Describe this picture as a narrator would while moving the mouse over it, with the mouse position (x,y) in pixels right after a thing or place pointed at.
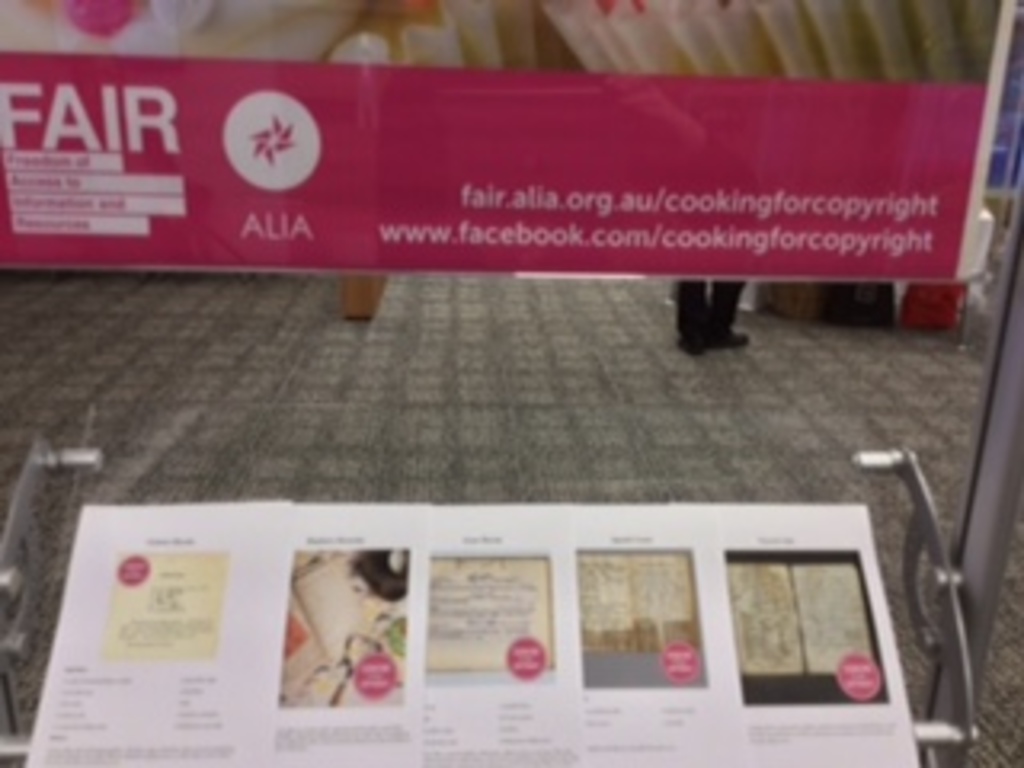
In front of the image there is a poster (521,660), in the background of the image (464,239) there is a banner (684,158), behind the banner (723,229) there is a person (692,295) standing.
